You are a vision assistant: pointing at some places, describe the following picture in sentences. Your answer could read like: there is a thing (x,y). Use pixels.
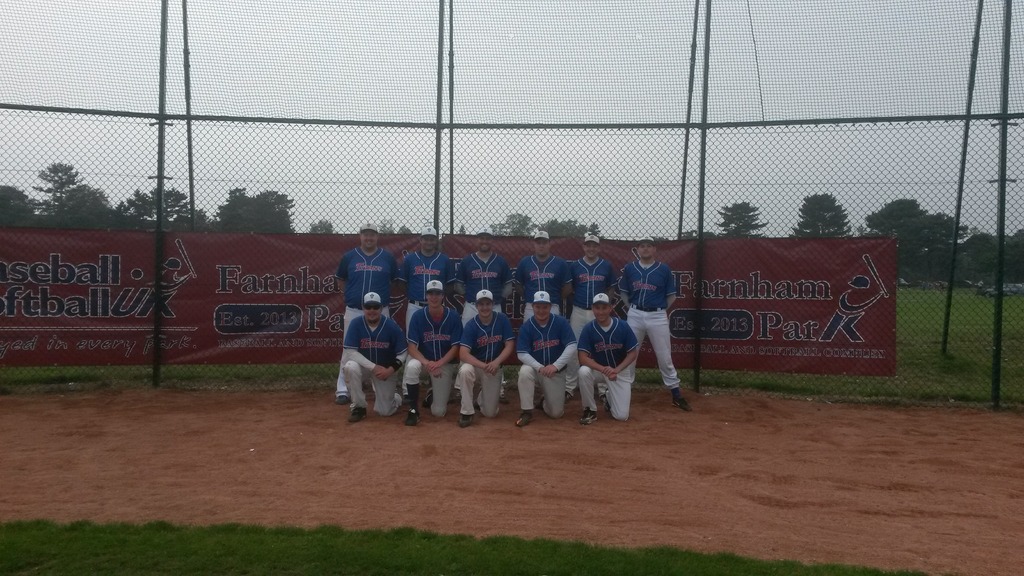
In the foreground of this image (292,556), there is grass (540,562) and few people (380,281) standing and few (611,389) are kneeling down on the sand (515,460) and posing to the camera. Behind them, there is a banner (289,252) and fencing (344,189). In the background (929,262), there is grass (920,300), trees (932,266) and the sky (527,54).
